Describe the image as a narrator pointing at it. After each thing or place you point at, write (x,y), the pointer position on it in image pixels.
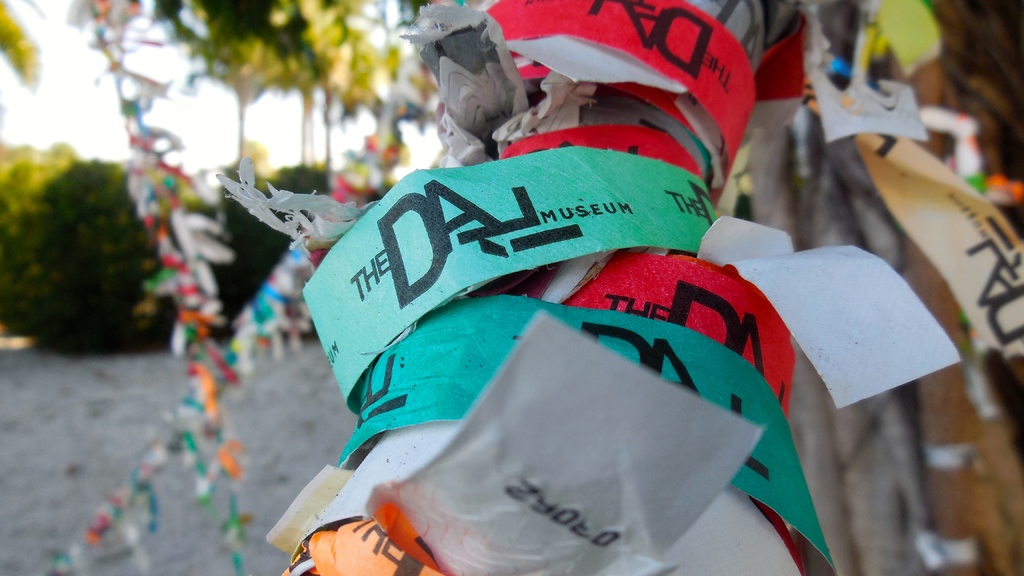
In this picture there are labels (603,269) in the center of the image (474,218) and there are colorful papers (294,271) in the image, there are trees (104,268) in the background area of the image (73,288).
